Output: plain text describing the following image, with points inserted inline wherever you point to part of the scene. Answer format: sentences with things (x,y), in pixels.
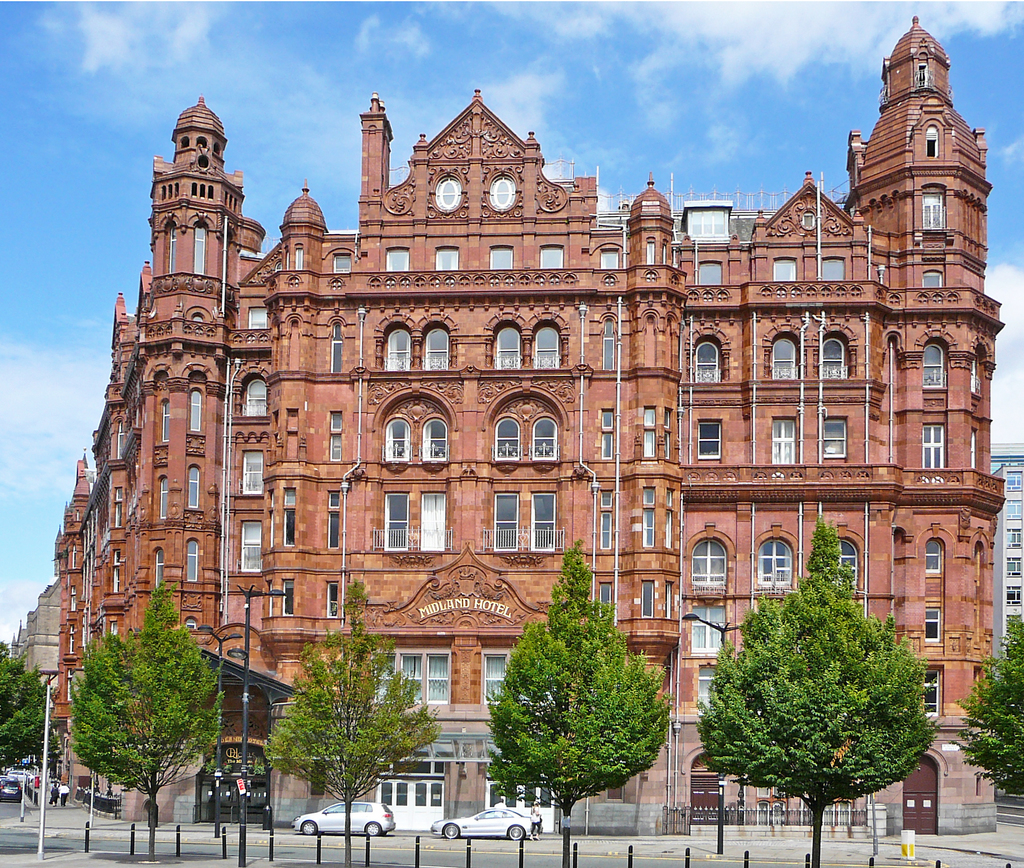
In this image there is a building (444,319) in the middle (449,331). At the top (553,68) there is the sky (557,63). At the bottom (81,842) there is a road (287,840) on which there are two cars (453,830). In front of the building (477,720) there are trees (391,759). At the bottom (46,808) there are poles (46,793). On the left side (53,782) there are few people (60,796) walking on the footpath (86,810). Beside them there is a road (2,807) on which there is a car (18,791).
